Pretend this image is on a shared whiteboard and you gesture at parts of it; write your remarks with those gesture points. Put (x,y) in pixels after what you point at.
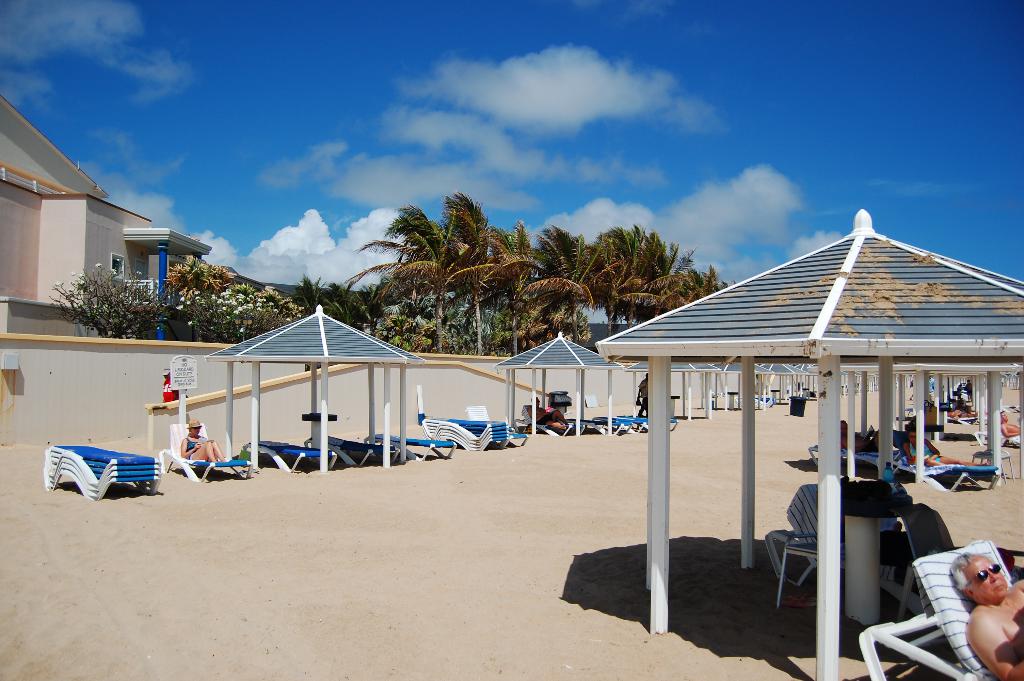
In this image we can see huts (655,485) and some objects (531,424), there are few people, among them some are sitting and lying on the chairs (943,520), we can see the wall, some trees (423,328) and a building (104,235), in the background (71,147) we can see the sky (78,128).
